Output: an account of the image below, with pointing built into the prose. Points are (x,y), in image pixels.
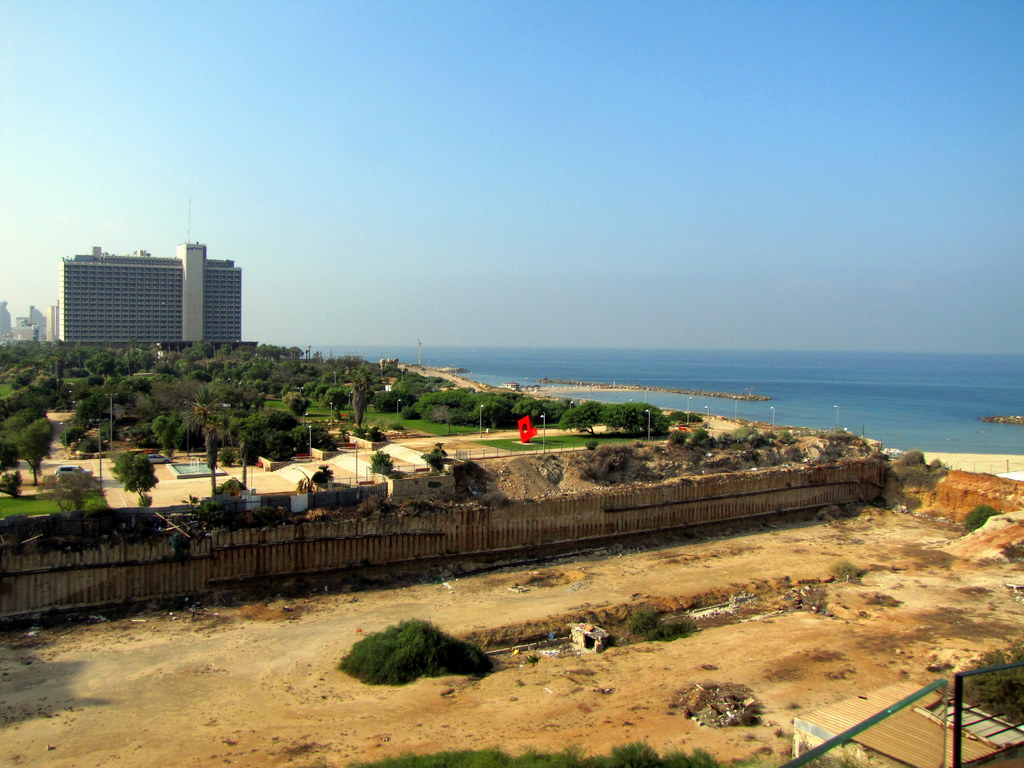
In the picture I can see the buildings (192,314) on the left side (238,346). I can see the trees (286,414), light poles (648,416) and wooden fence (771,494). I can see a car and swimming pool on the left side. I can see the ocean (805,373) on the right side (911,412). There are no clouds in the sky (618,180).
